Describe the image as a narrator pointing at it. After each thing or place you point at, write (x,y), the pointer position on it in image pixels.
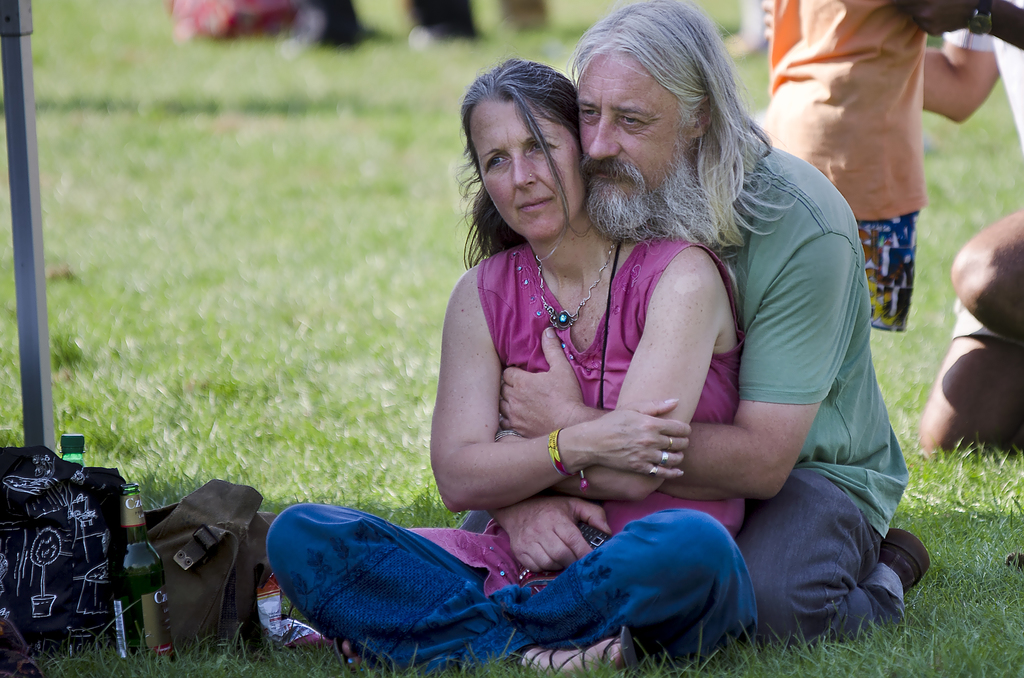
In the picture I can see a man (841,395) wearing green color T-shirt (841,395) and a woman (593,470) wearing pink and blue color dress (452,602) are sitting on the grass (949,573). Here I can see some bottles (75,440) and bags (74,607) are placed on the left side of the image (170,591). The background of the image (1004,43) is slightly blurred, where I can see a few more people (987,80).
